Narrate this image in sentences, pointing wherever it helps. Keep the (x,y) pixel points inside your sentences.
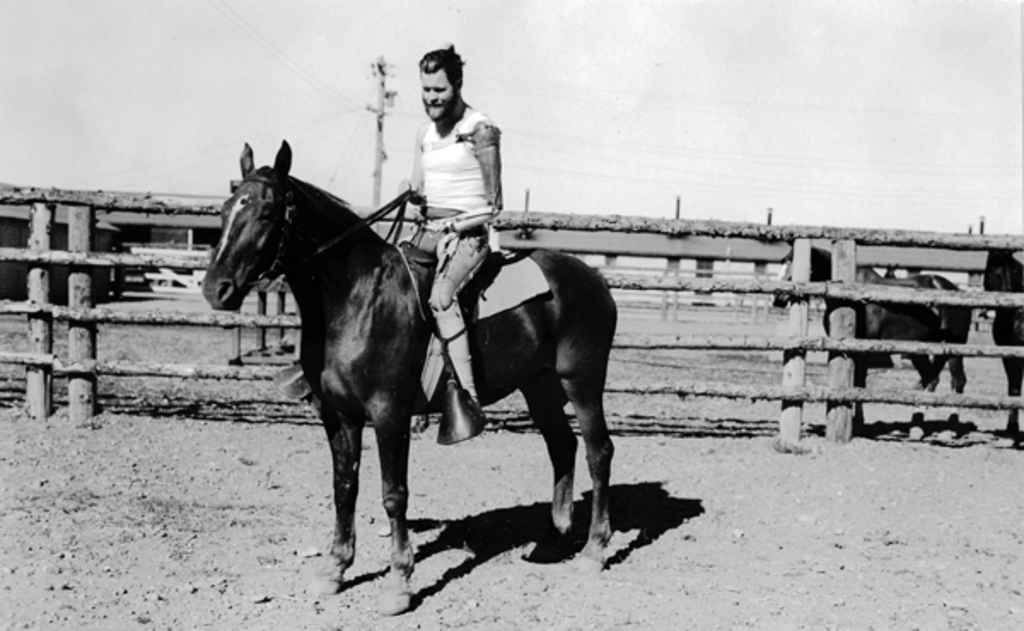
In this picture there is a person (497,162) sitting on the horse (396,297). this is sand (763,531). these are horse (937,285). This is fence (729,280). There is a pole (382,127).
